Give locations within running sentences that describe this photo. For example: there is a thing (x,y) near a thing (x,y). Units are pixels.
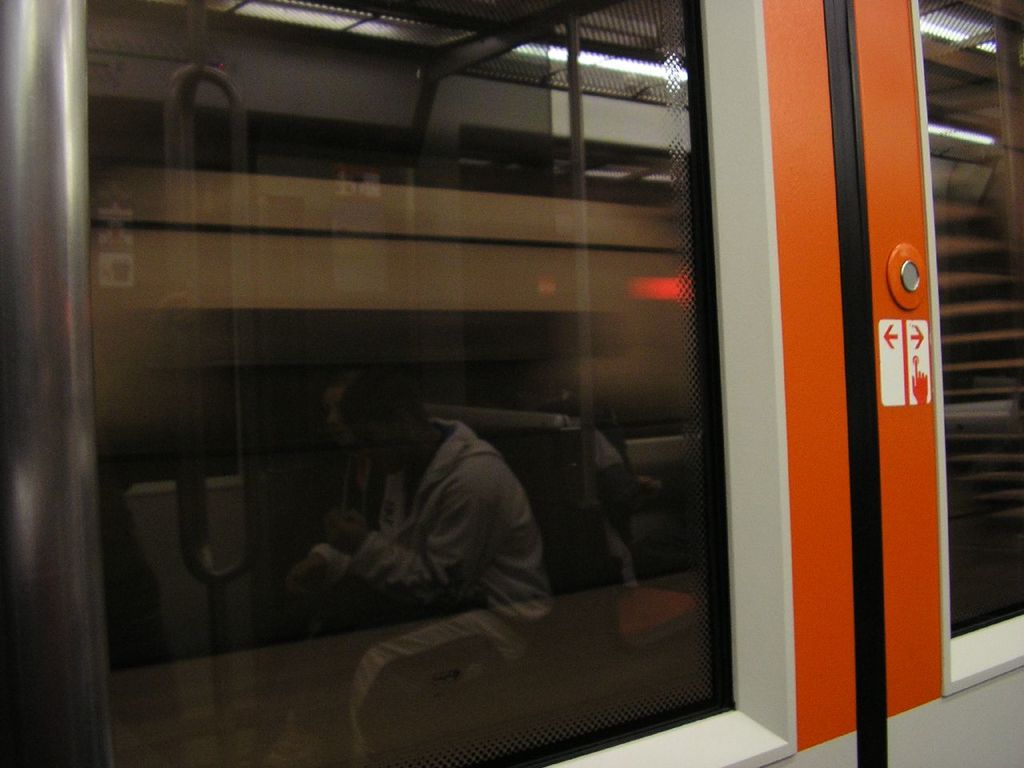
In this picture we can see windows (596,206) and from windows (429,562) we can see some people (368,541) sitting on chairs (174,495), poles (203,535), lights (297,14).
